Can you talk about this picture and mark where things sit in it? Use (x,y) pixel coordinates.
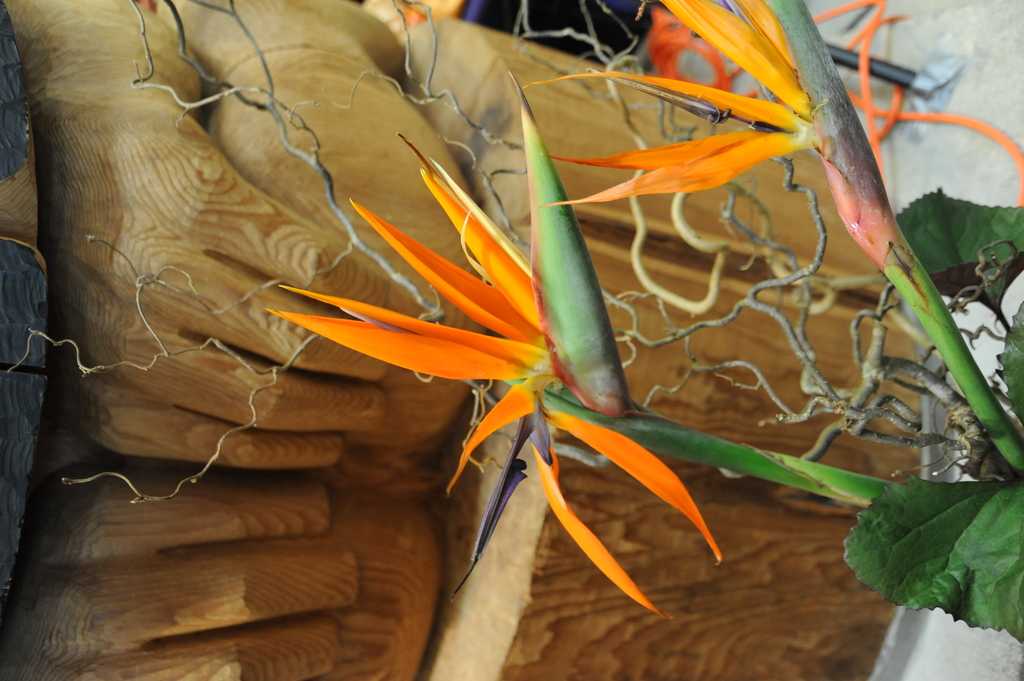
In the center of the image (551,318) we can see a plant (953,203). In the background (603,283), we can see a wooden statue (325,369) on a wooden structure (547,557) and we can see a few other objects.
